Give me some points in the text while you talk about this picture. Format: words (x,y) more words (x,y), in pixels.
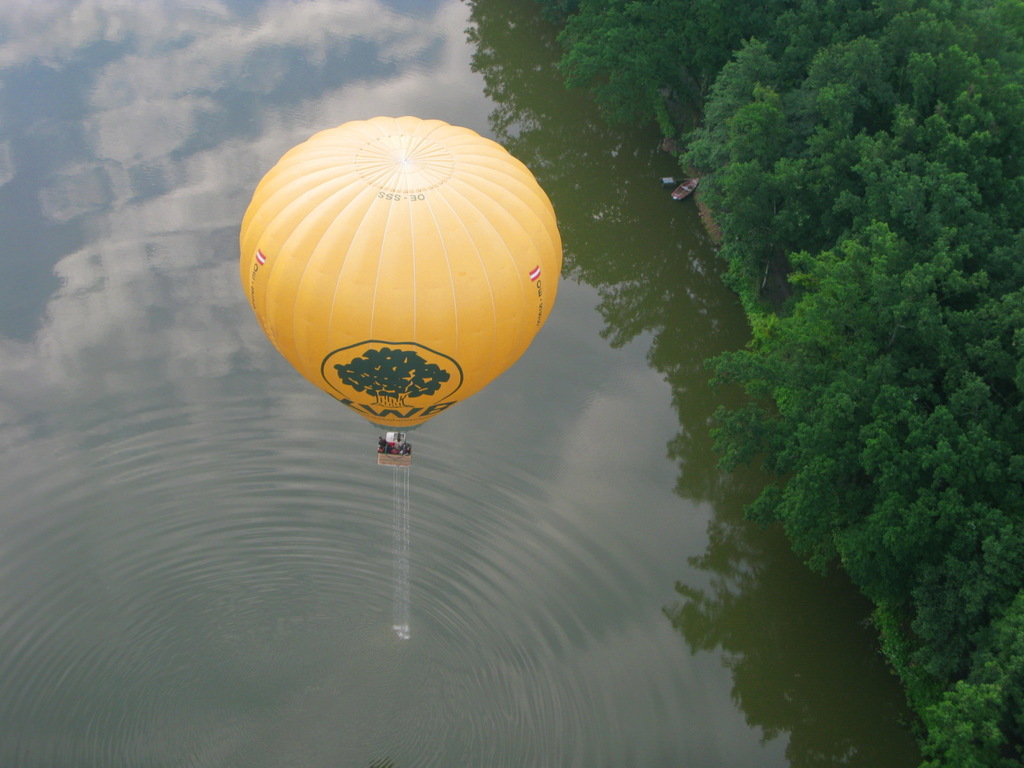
In this image in the center (381,345) there is a balloon (427,305) which is yellow in colour. On the right side (808,231) there are trees (874,273) and there is water (204,541) on the left side (137,307).
